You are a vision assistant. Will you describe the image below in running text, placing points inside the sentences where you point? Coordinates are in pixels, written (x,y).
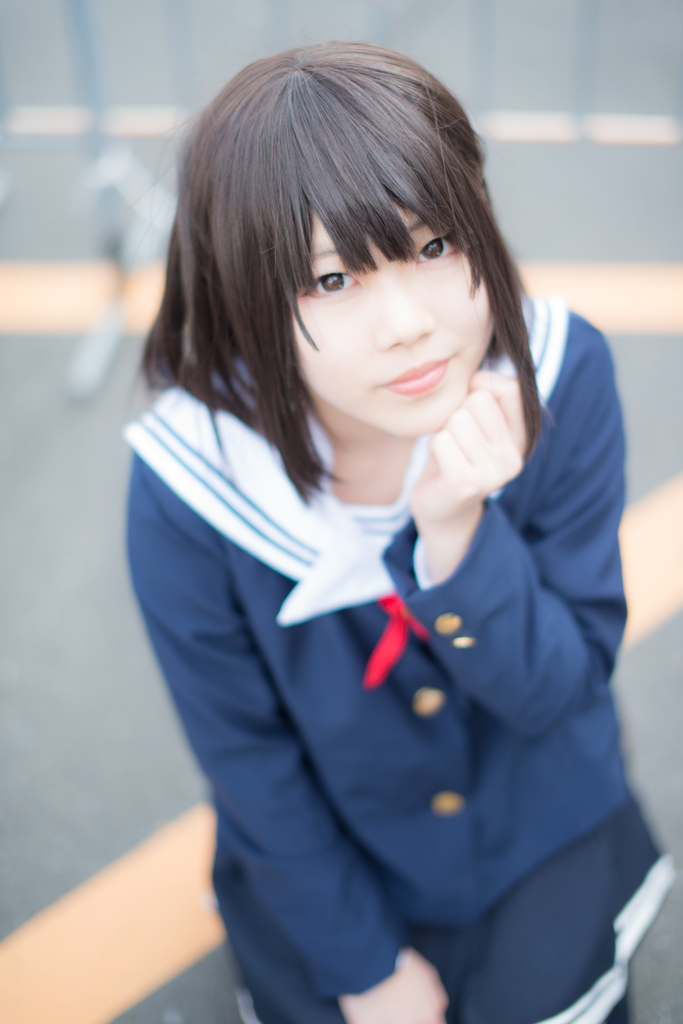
In this picture there is a woman (391,434) who is wearing blue jacket (573,744) and skirt (506,916). She is standing on the road (90,906).
